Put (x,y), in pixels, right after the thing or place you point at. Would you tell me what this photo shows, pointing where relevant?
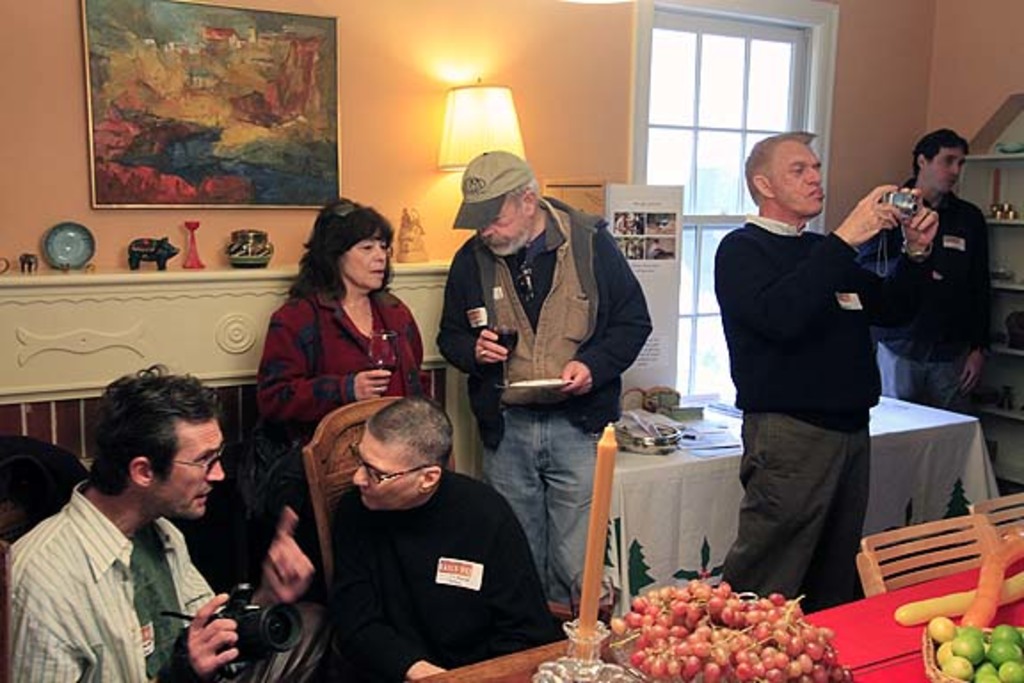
In this image there are few people (567,416) in a room (477,470) in which two of them are holding cameras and two of them are holding glasses (503,340) with some drink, there are food items (762,635) in bowls (801,648), a candle (599,542) in a glass object (590,635) and some other items (955,613) are on the dining table (882,620), few objects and a light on the cupboard (233,353), there are papers (709,452), a poster (651,289) and some other objects (682,428) on the table (696,457), few objects (999,198) arranged on the shelves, a frame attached to the wall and windows (688,162).
